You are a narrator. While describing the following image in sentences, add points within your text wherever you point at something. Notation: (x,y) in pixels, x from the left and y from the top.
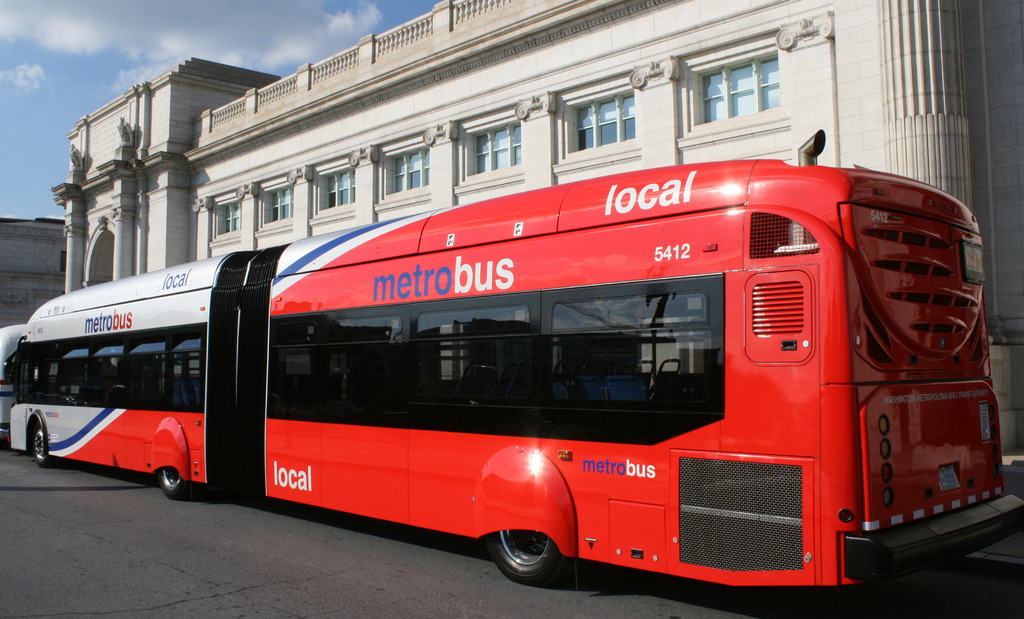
This image is taken outdoors. At the bottom of the image (227,547) there is a road (304,576). At the top of the image (76,83) there is a sky (24,96) with clouds (90,40). In the middle (488,262) a bus (584,318) is parked on the road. In the background (530,48) there is a building (166,160) with a few walls (820,119), windows (747,82), railings (463,9), pillars (122,236), a door (96,250) and a roof (232,67).
